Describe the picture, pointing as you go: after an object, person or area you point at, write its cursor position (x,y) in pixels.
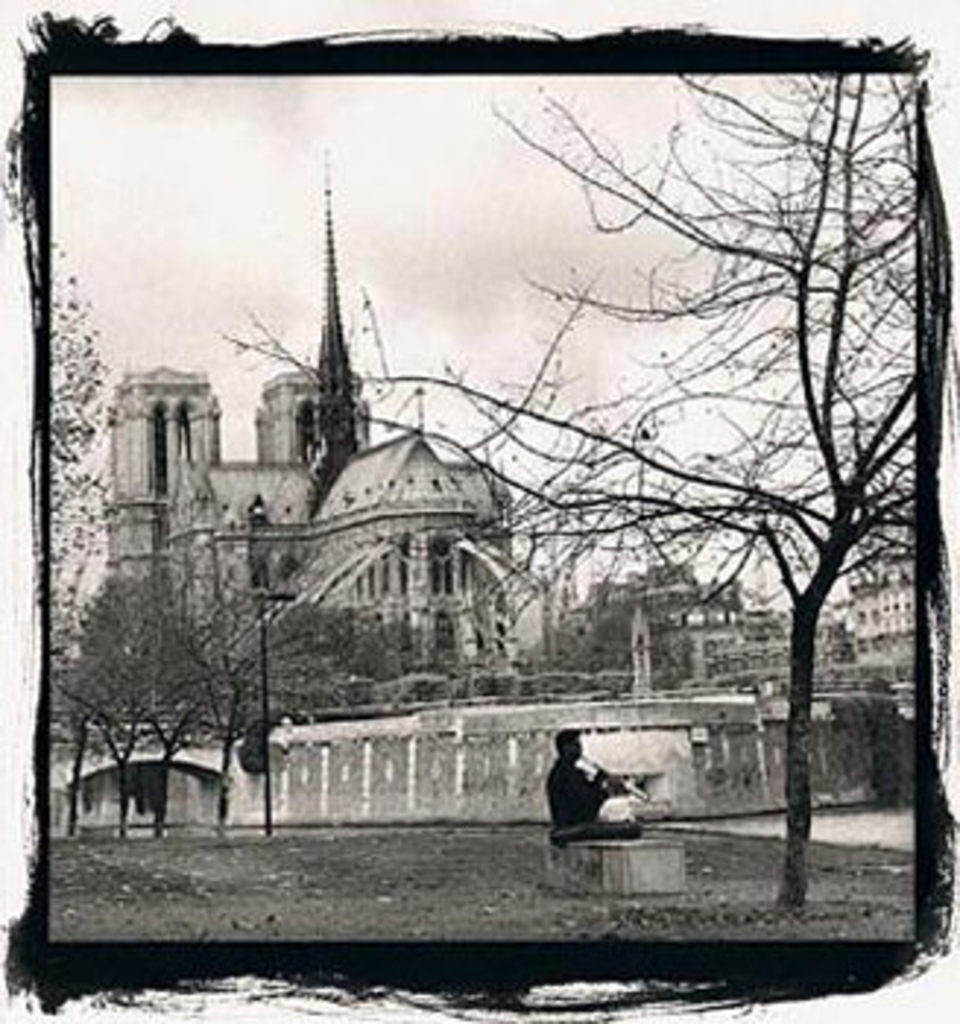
In this picture we can see a person (570,785) sitting on a stone block (651,889) and in the background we can see buildings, trees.
